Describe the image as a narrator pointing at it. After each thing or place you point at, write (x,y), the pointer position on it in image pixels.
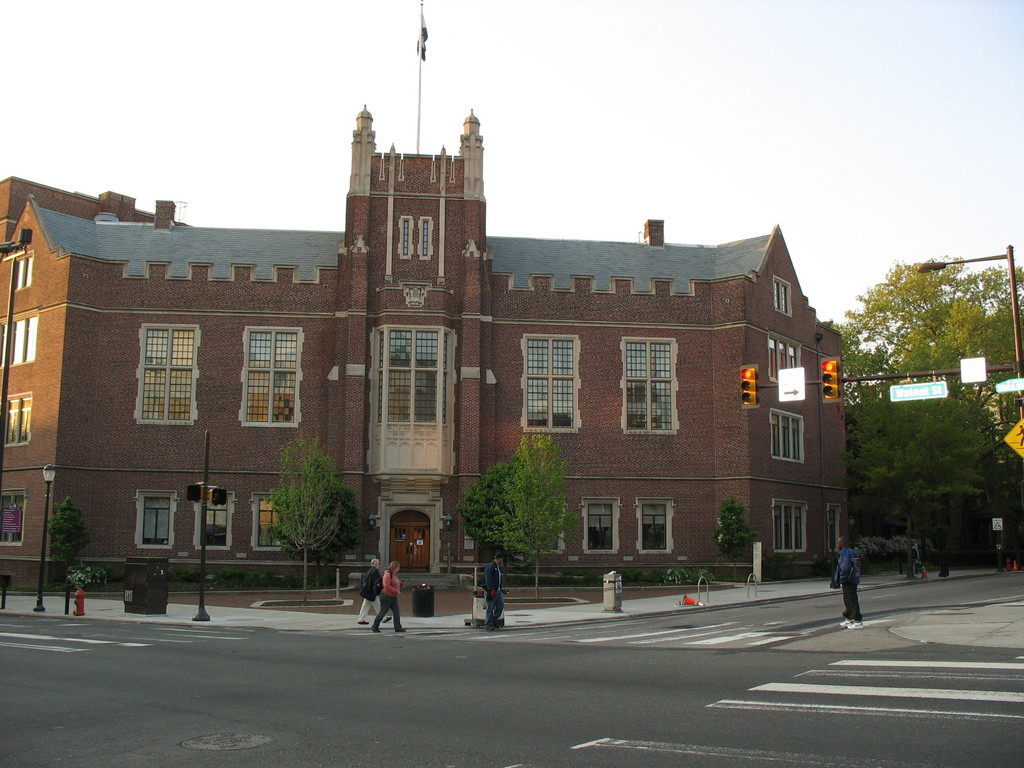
At the top (735,56) there is a sky (290,3). Here we can see a building (568,358) with windows (650,415) and a door (408,550). At the top of the building (431,159) there is a flag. On the right side of the picture (788,389) there are traffic signals (752,381) and few sign boards (918,395). This is a light (1012,273) and a tree (479,488). Near to the building (435,499) we can see plants (318,524) and a hydrant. We can see people (856,598) walking and standing on the road (833,625).
